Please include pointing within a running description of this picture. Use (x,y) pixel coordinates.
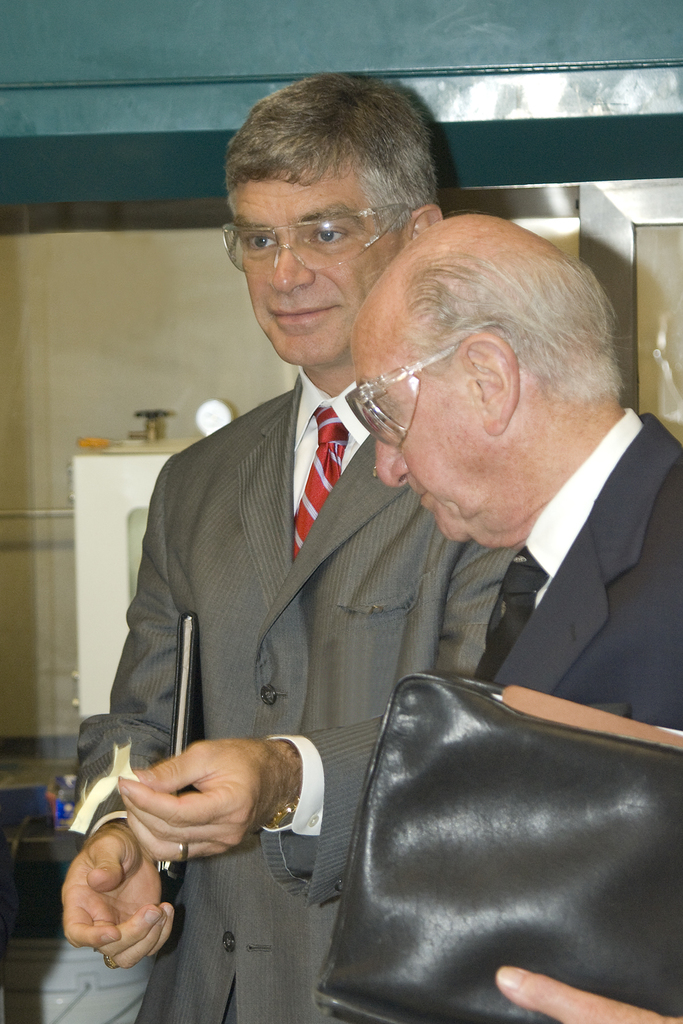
In the picture there are two men (337,360) present, they are holding some objects (627,940) with their hands (589,1003), beside them there may be a wall (162,233).
